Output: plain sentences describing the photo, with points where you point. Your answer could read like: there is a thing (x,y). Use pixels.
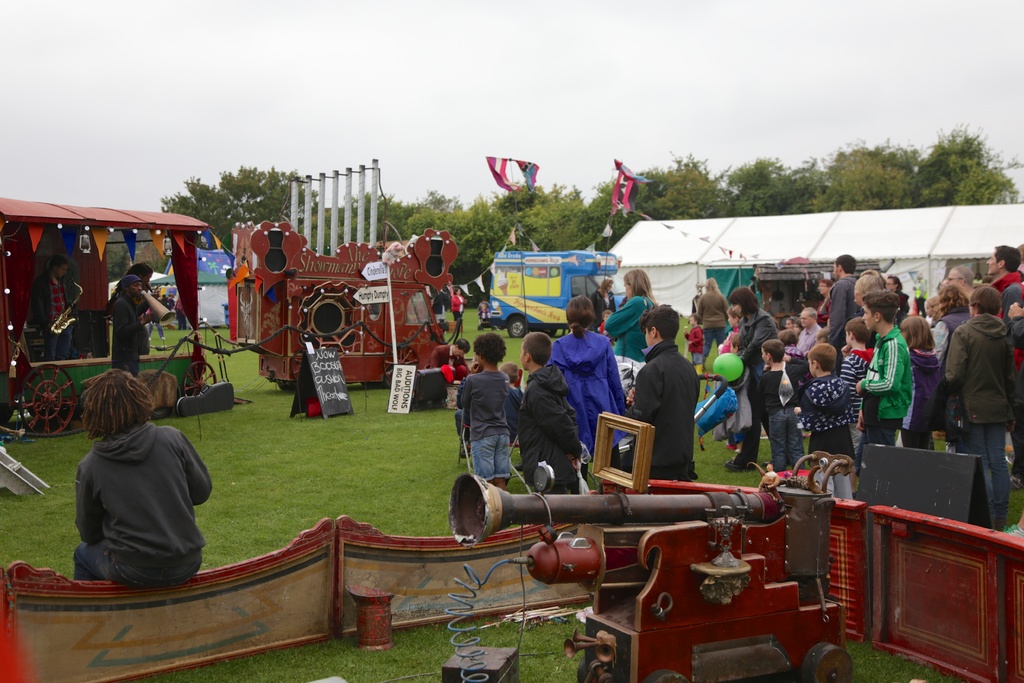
In this picture there are people (84,466) and we can see grass (404,511), fence (289,626), weapon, tents (668,288), boards (330,351) and vehicles (257,306). We can see flags (509,182) and poles (310,202). In the background of the image (578,141) we can see trees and sky (505,87).
